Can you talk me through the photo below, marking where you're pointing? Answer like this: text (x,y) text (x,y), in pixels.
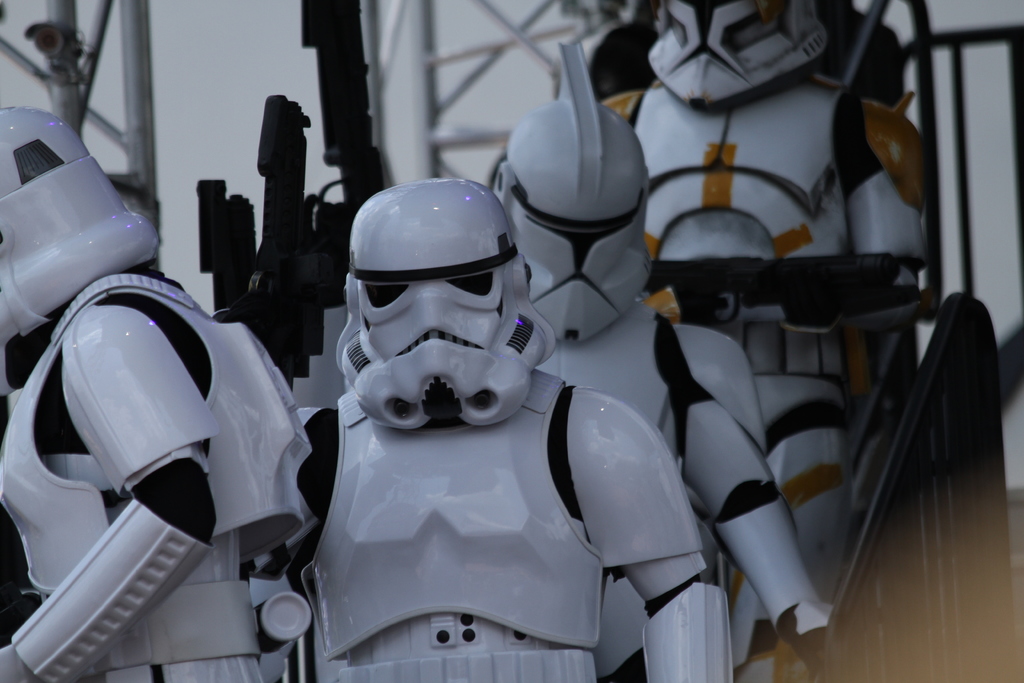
In this image we can see people (717,448) in costumes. There is a railing (946,369). In the background of the image (138,115) there are rods (134,74).
